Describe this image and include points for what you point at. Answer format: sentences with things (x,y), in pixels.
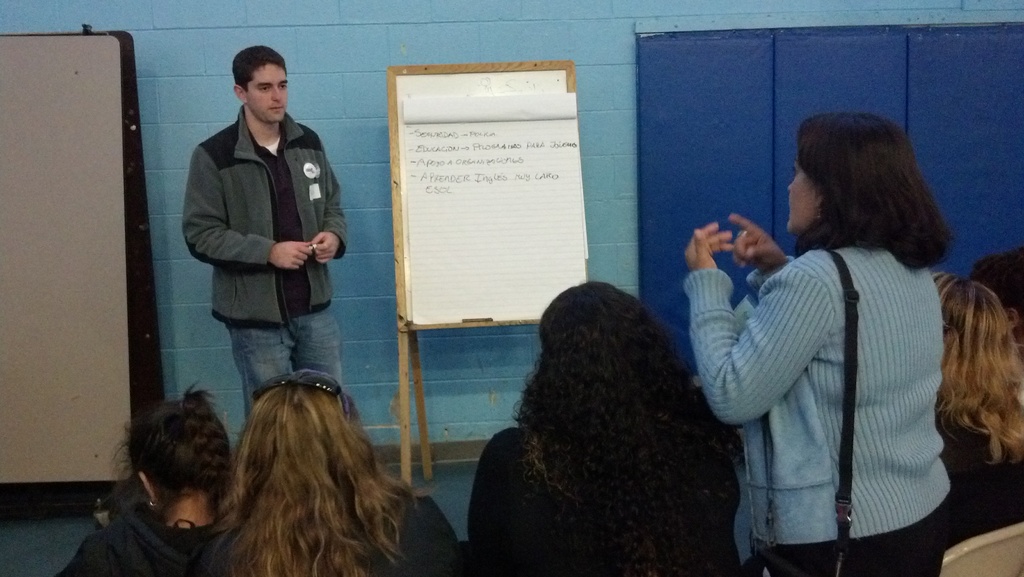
In the image in the center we can see one person (310,259) standing and holding some object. In the bottom of the image (273,410) we can see few people (954,331) were sitting on the chair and one woman (877,369) standing. In the background (535,99) we can see wall (460,50), boards (37,238) and cupboards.
